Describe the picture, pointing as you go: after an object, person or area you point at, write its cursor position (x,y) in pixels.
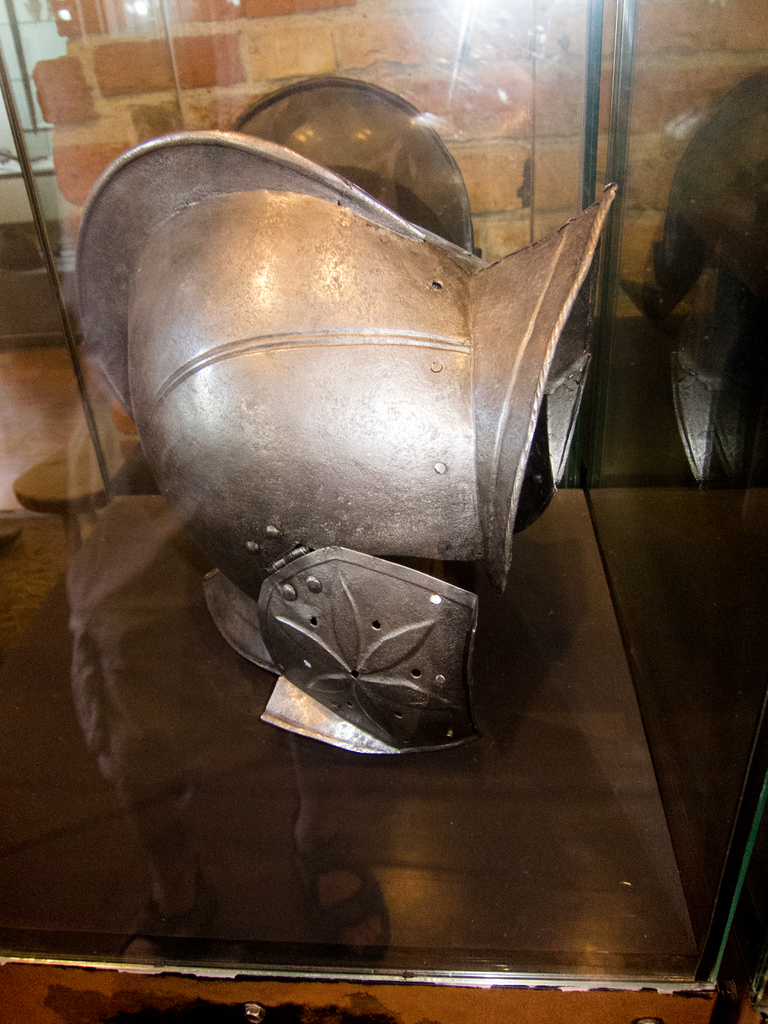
In this image there is a war cavalry helmet (324,553) in a glass box (703,84), and at the background (145,136) there is wall (231,65).
